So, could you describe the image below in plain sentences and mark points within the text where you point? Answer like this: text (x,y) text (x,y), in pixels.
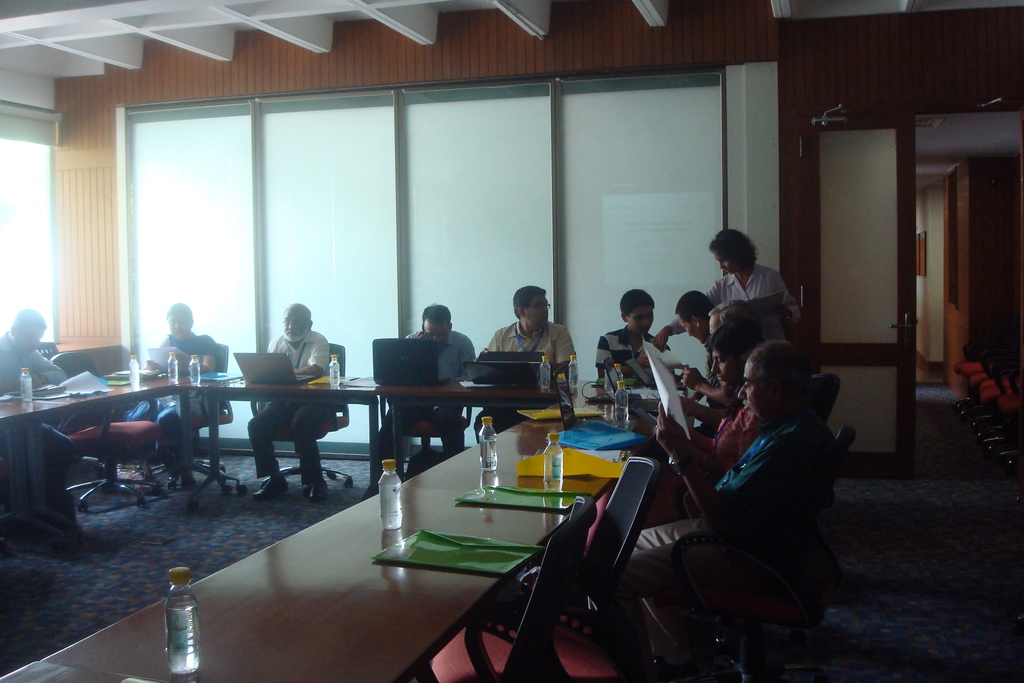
In this image i can see group of people (700,341) sitting and working in a laptop (285,366) at the back ground (422,274) i can see a glass door (687,136) and a wooden wall (659,40).
